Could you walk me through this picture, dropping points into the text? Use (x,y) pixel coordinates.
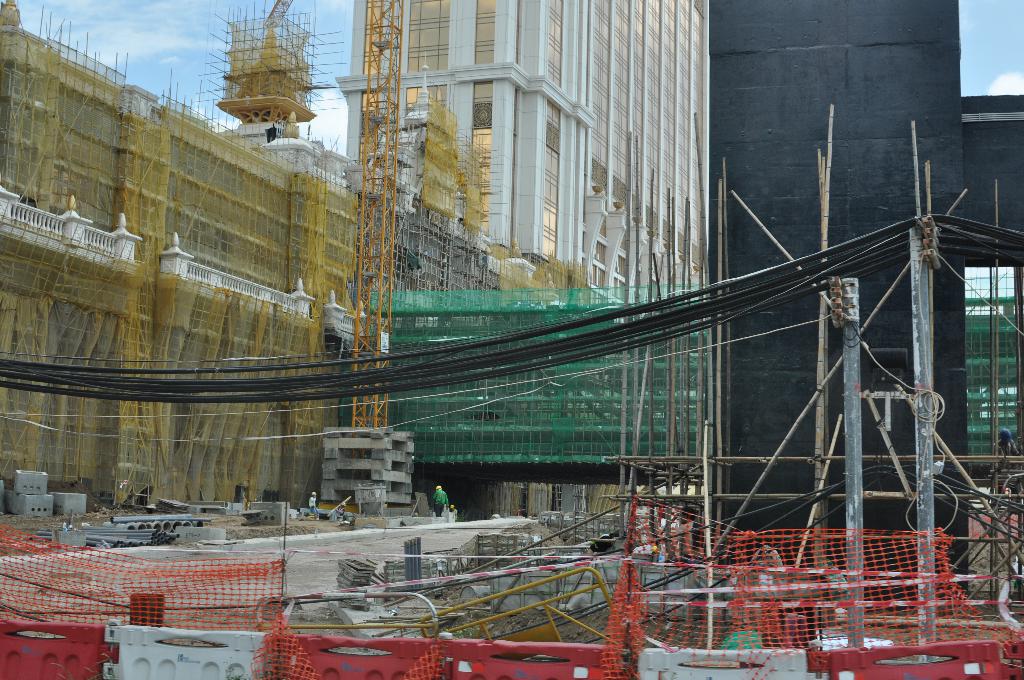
In the foreground of the picture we can see a construction site (23,527), in which there are many bricks (334,475), iron frames (538,384), cables (550,361), people (441,486) and various other things. In the background (582,74) there is a building (539,73). At the top (1002,32) there is sky (964,42).
